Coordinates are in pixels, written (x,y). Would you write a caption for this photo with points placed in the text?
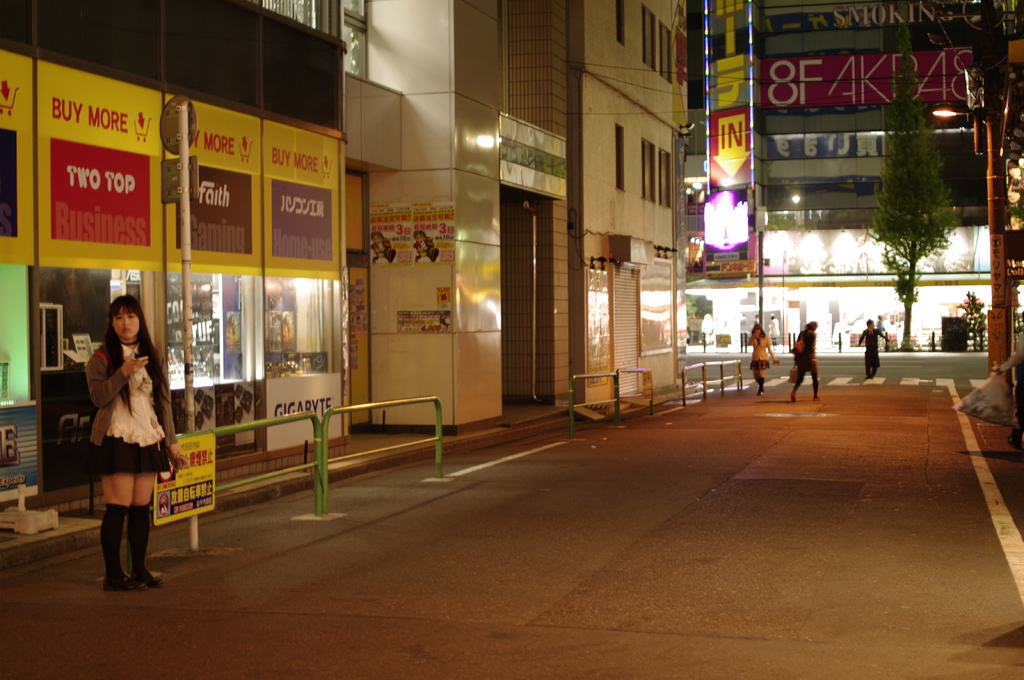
This image is clicked in the street (582,557). In this image there is a road (663,512) in the middle (485,452). On the left side (172,436) there is a girl (160,420) standing on the road (151,596) by holding the phone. In the background (140,258) there are stores (258,303). On the right side (865,272) there is a building (799,248) under which there are stores (893,290) with the lights (895,296). At the top (877,76) there are big hoardings (812,87). There are few people (804,357) walking on the road (837,359). On the right side (995,197) there is a pole (998,200) to which there are lights (958,110).
